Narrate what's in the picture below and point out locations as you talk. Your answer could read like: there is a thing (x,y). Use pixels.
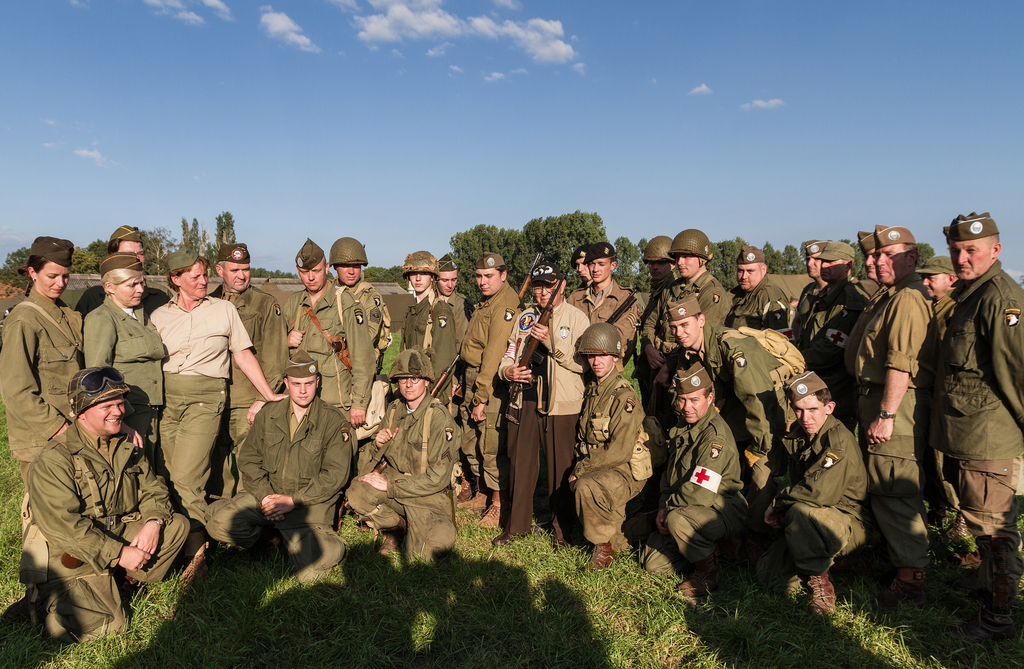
This picture describes about group of people (669,267), few people (742,292) wore helmets (589,331) and caps (549,266), in the background (565,53) we can see few trees (97,257) and clouds (394,20), and also we can see grass (530,584).
